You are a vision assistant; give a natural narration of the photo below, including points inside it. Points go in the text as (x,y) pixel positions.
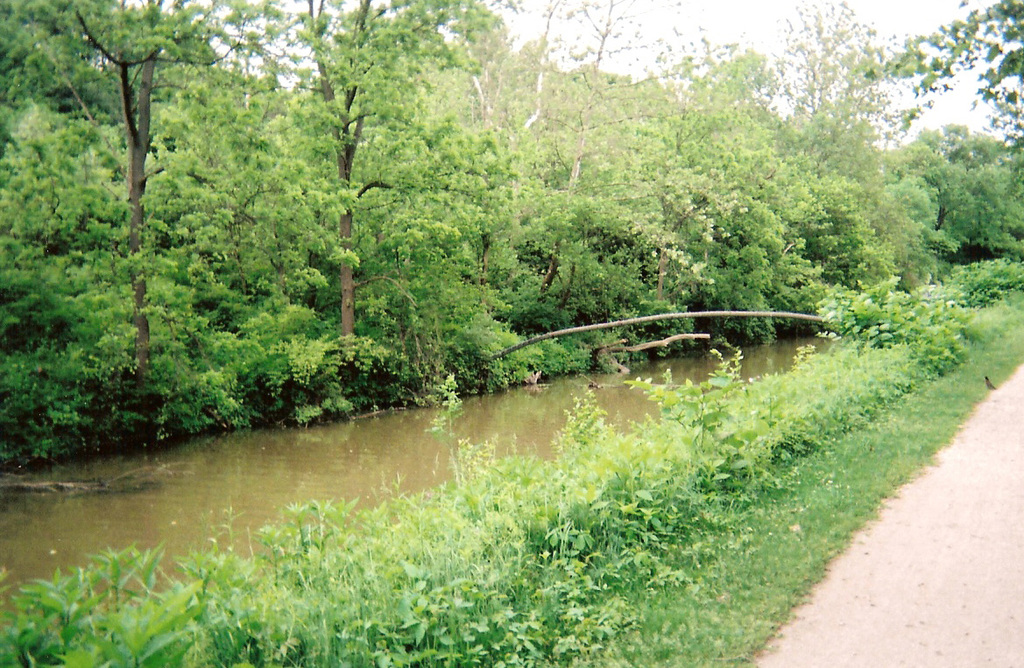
In this picture we see trees (631,228) and plants (772,464) and I can see water (603,402) and a cloudy Sky (960,92).
